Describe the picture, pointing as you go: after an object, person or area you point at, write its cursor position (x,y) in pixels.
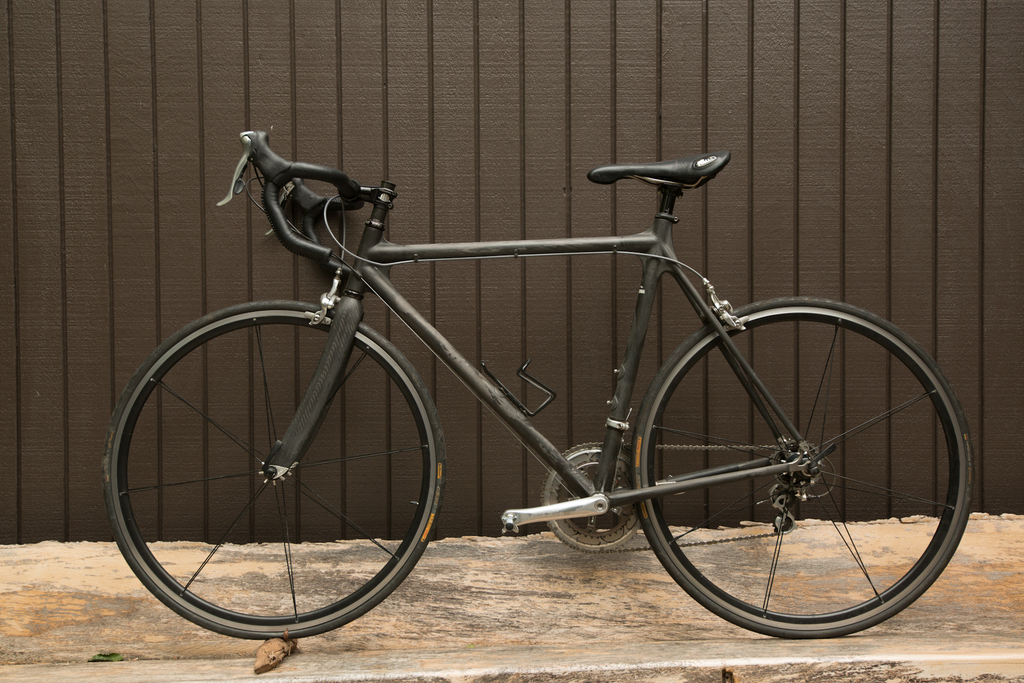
In this picture there is a bicycle (949,390) in the center of the image (659,235).
